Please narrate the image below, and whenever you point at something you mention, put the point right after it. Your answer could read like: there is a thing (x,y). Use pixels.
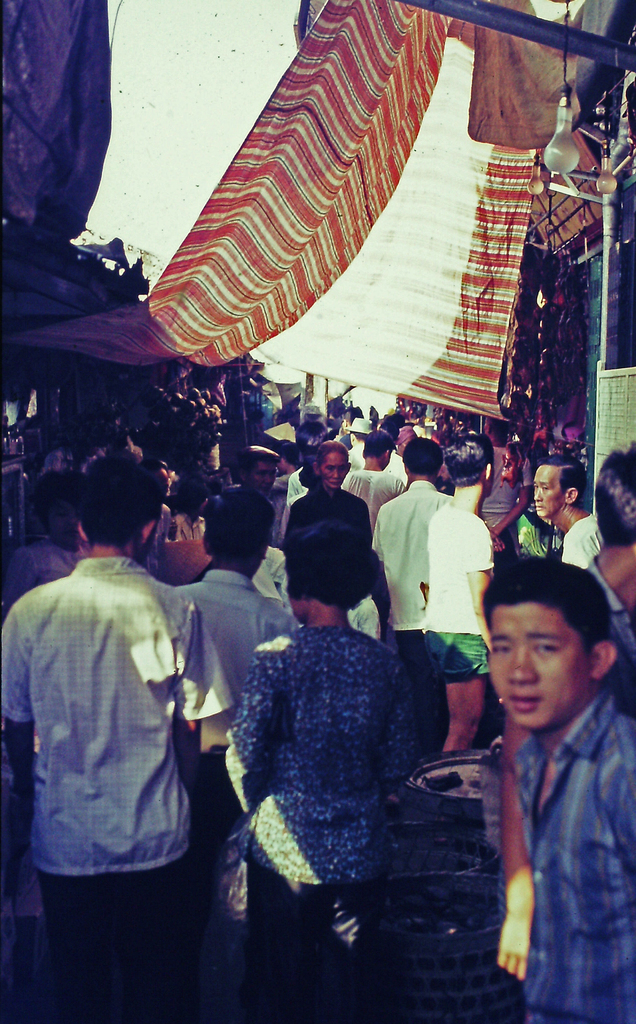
In this image, we can see people (269,577) and in the background (51,388), there are sheds (597,272), lights (563,167) and we can see some tents (217,257). At the bottom (450,868), there are some objects (453,848).
